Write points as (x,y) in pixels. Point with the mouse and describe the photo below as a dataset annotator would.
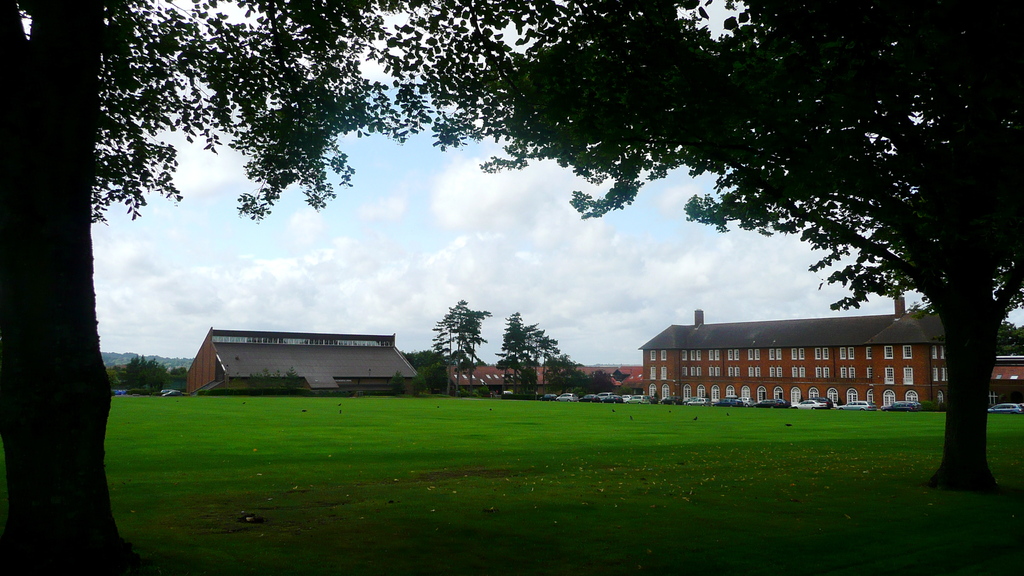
In the center of the image (500,200) we can see the sky (419,166), clouds (523,198), trees (718,223), buildings (790,322), windows (909,355), vehicles (617,397) and grass (488,446).
